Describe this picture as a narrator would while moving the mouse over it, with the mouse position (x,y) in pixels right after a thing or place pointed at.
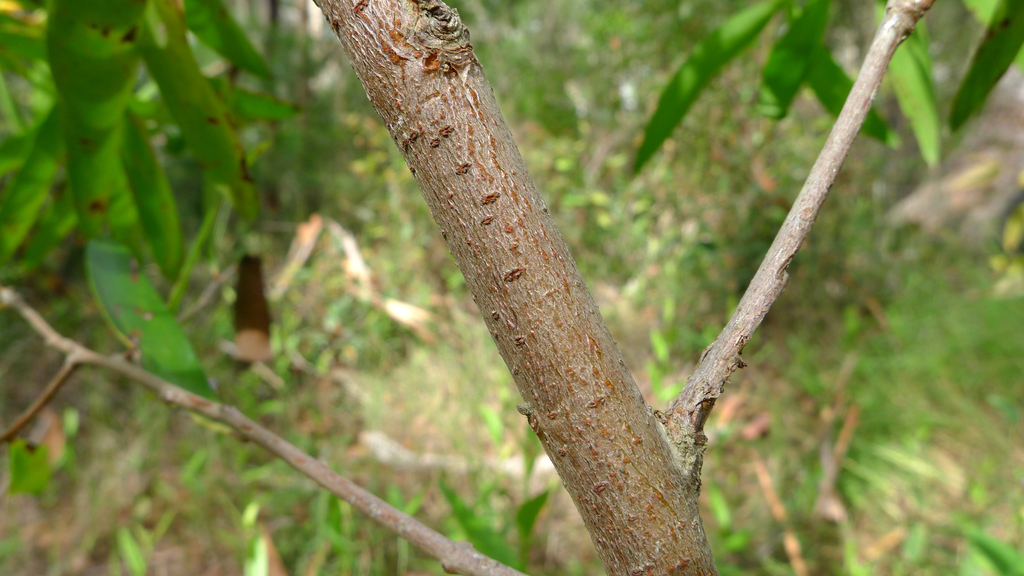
In the foreground of the image (555,277) there is a tree branch (624,380) and stems (404,521). In the background of the image (198,70) there are leaves (217,123).
